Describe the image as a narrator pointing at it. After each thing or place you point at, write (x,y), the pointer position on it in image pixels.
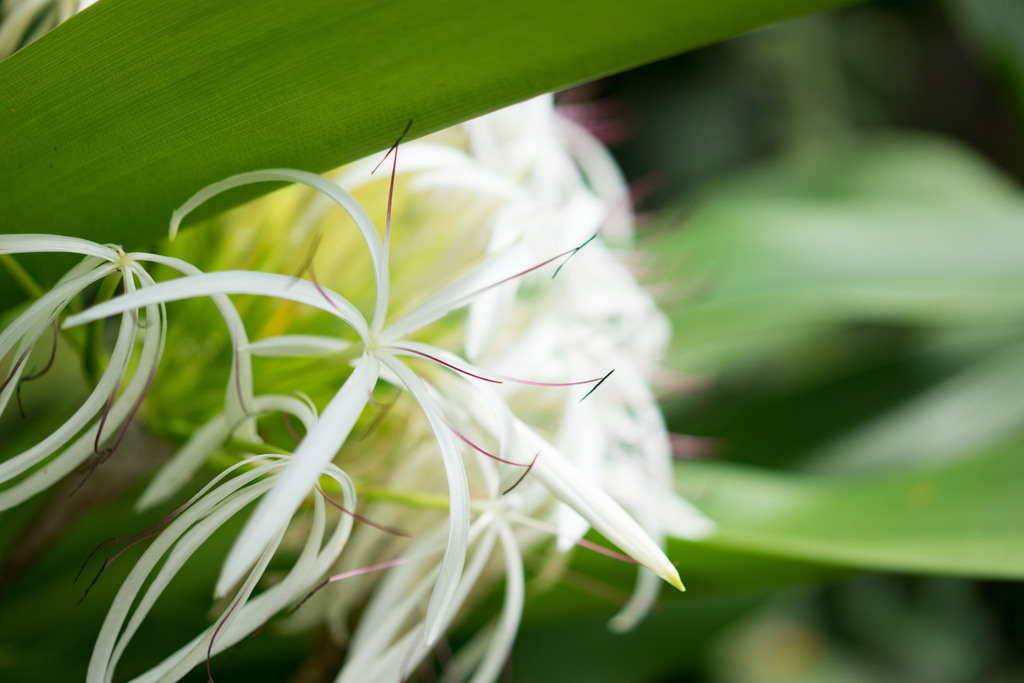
In the front of the image (418,437) there are flowers (422,550) and leaves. In the background of the image (747,272) it is blurry.
